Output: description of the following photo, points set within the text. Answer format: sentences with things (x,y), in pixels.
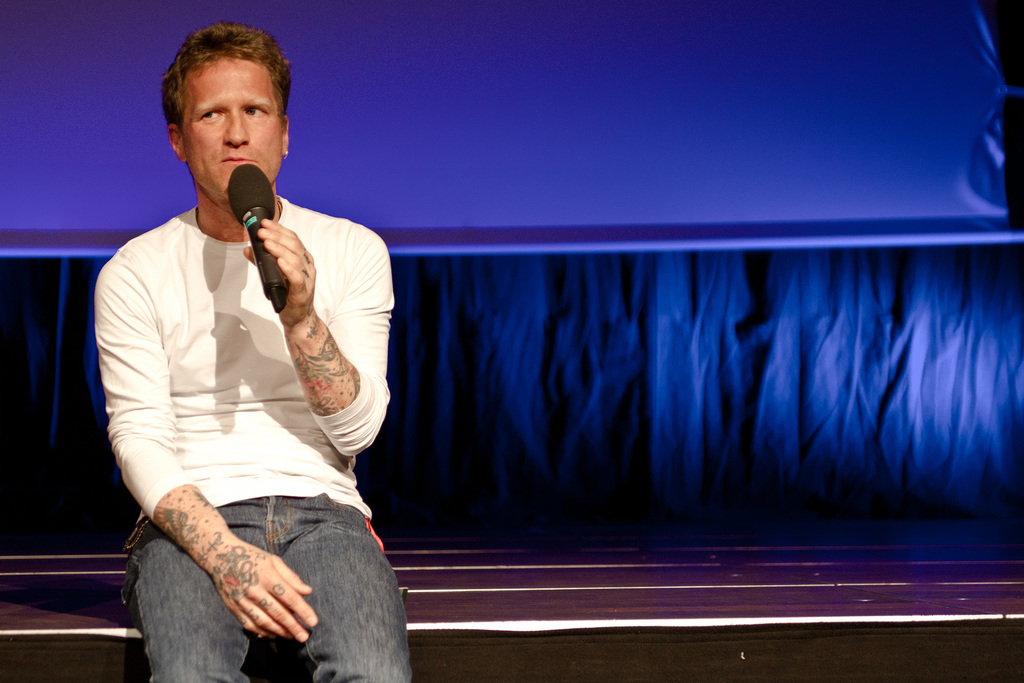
In this image I can see in the back ground (614,357) there is curtain (614,357) with a blue color and a person (293,346) wearing a white color t-shirt (144,328), holding a mike (267,213) sit on the stage (20,582). And on his hand (249,562) I can see there are some tattoos (232,573) visible.
